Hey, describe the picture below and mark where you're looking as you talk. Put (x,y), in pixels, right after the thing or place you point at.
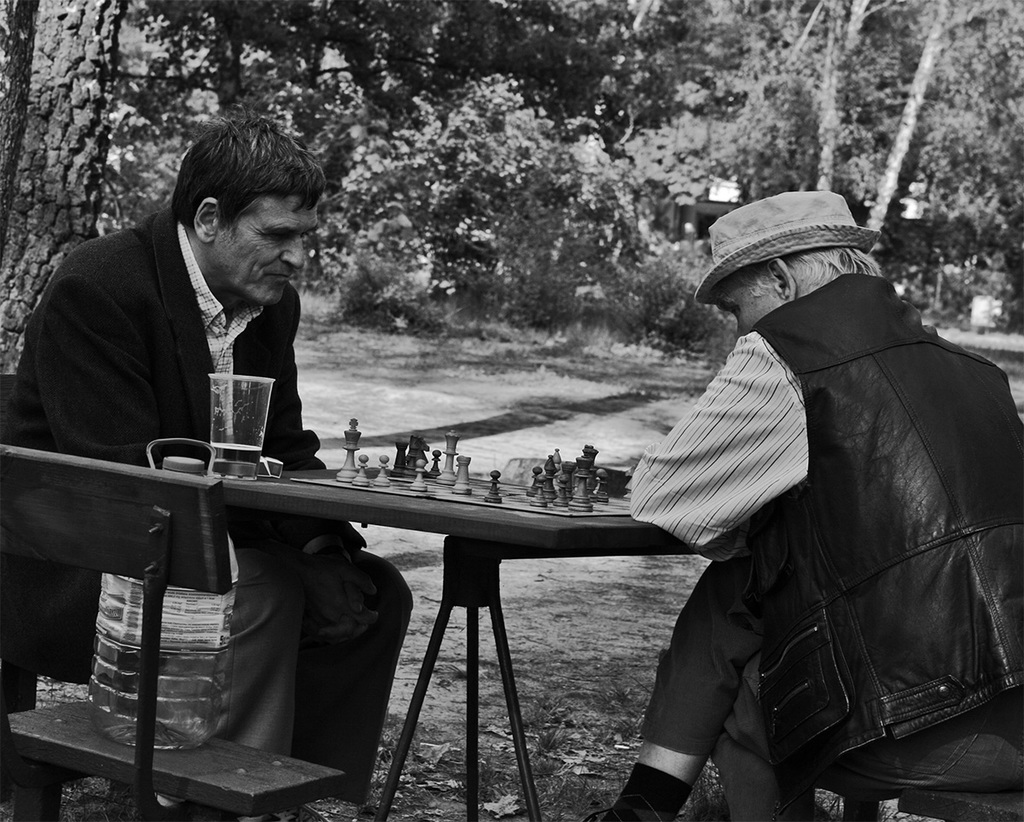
Black and white picture. Far there are trees (572,187). This 2 persons (268,278) are sitting on a chair (155,597). In-front of them there is a table (300,496). On a table (446,504) there is a chess board (548,507) with chess coins (497,472). On this chair (172,541) there is a water can (139,601).
